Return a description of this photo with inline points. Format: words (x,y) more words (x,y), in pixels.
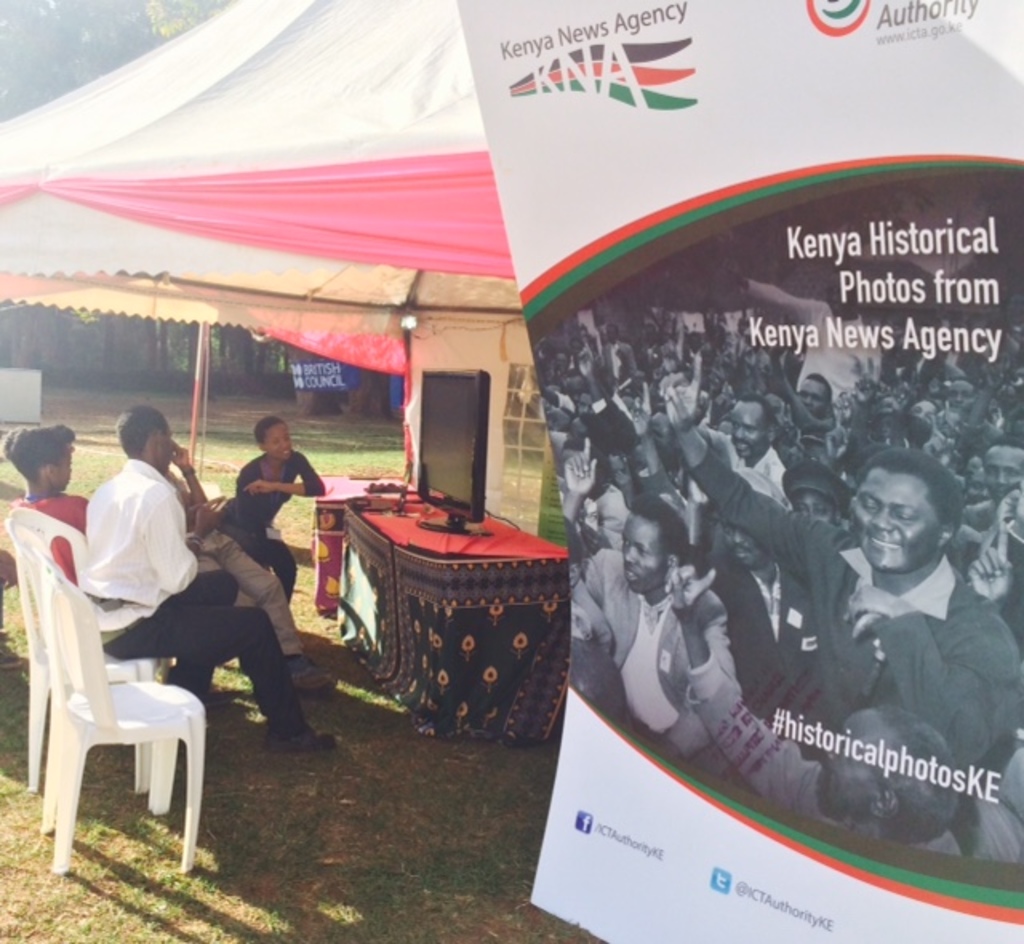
On the left (113,512) there is a man (145,544) who is wearing white shirt (161,550), black trouser (232,639) and shoe (306,744). He is sitting on the chair (83,601), beside him we can see a boy (42,493) who is wearing a red t-shirt (66,517). Here we can see a person (253,488) who is wearing black dress (272,509) sitting near to the table (454,580). On the table (485,626) we can see red cloth (482,547), television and other object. On the top (429,228) there is a tent (459,176). On the right (792,383) we can see a banner (756,553). On the top left corner (88,46) there is a tree (72,25). On the bottom (412,824) we can see grass (363,832).
